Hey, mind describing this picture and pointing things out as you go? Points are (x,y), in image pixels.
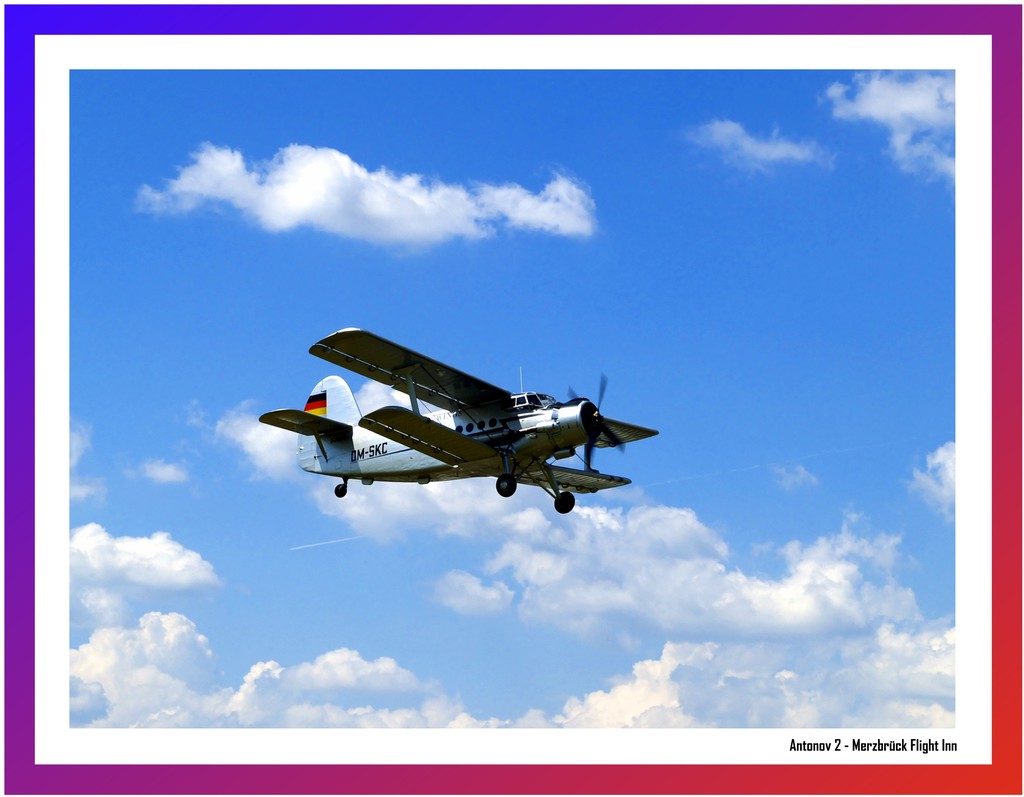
This is an edited image. I can see an aircraft (525,467) flying in the sky (402,568). At the bottom right side of the image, there is a watermark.
